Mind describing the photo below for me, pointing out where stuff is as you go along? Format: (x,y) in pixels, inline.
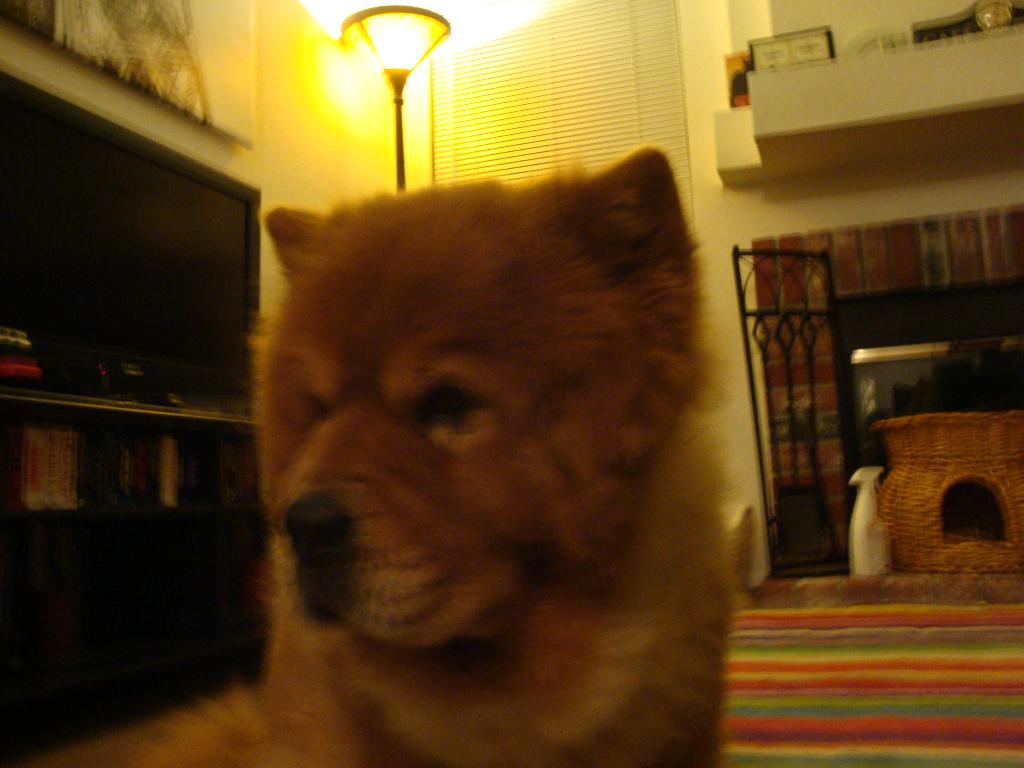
In the image I can see a dog (589,539) on the ground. In the background (399,166) I can see lights (398,153), windows blind (536,177), shelf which has objects (746,87) on it and some other on the floor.
